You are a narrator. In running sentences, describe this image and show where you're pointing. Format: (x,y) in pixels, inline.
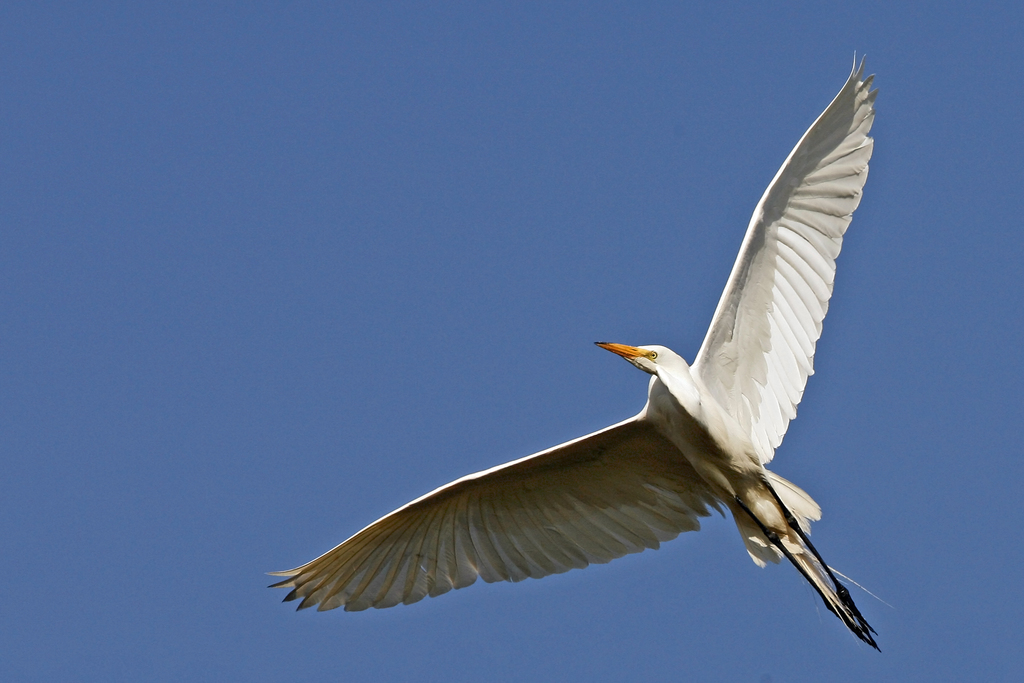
In this image there is a bird (768,497) flying in the air (436,175). In the background (395,333) there is the sky (321,674).
